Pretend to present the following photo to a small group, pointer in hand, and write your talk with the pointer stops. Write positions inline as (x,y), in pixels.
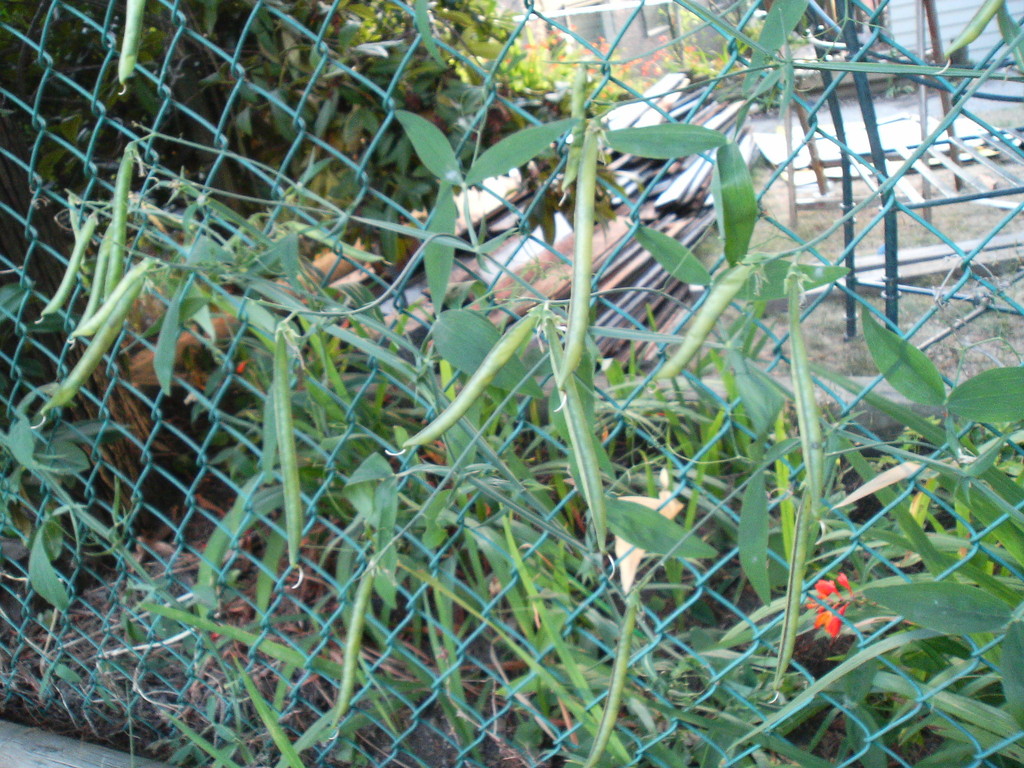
In the image I can see plants (360,472), fence (495,285), metal objects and some other objects (693,224) on the ground (780,249).
